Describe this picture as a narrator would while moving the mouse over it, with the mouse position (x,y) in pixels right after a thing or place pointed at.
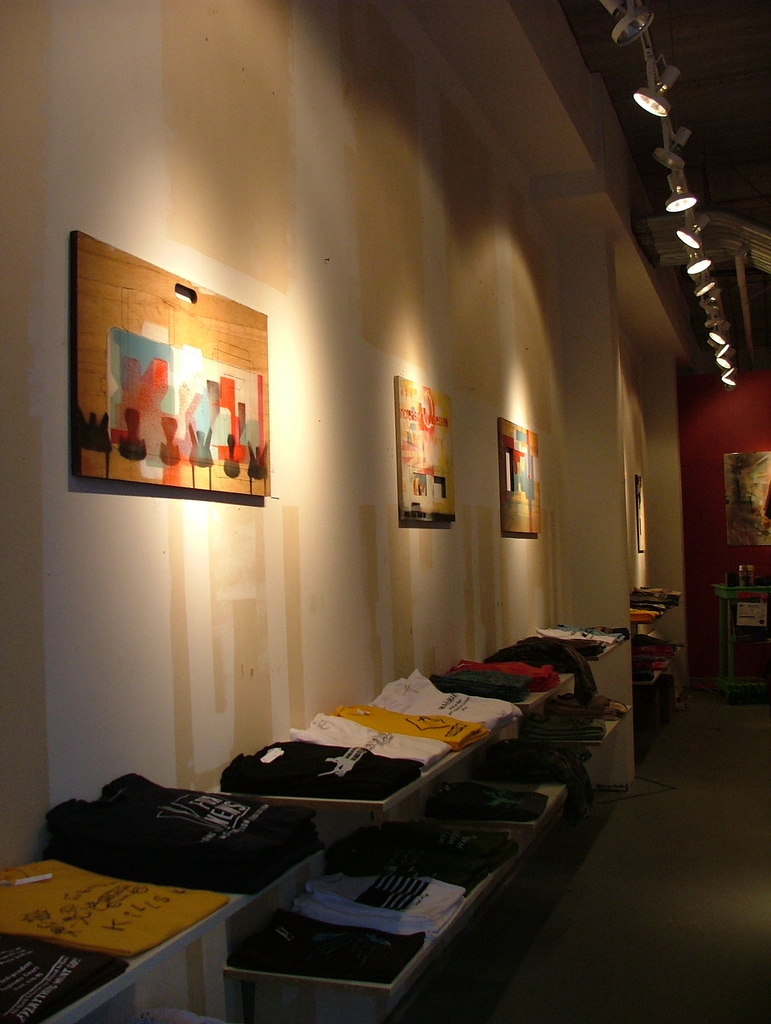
In this image I can see there is a rack (312,808). On the rack (456,707) there are clothes (463,723). And there is a table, on the table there are bottles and few objects (752,611). And there is a wall (709,625), to that wall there are wooden frames (730,462) attached to it. And at the top (674,80) there are lights (665,142).
